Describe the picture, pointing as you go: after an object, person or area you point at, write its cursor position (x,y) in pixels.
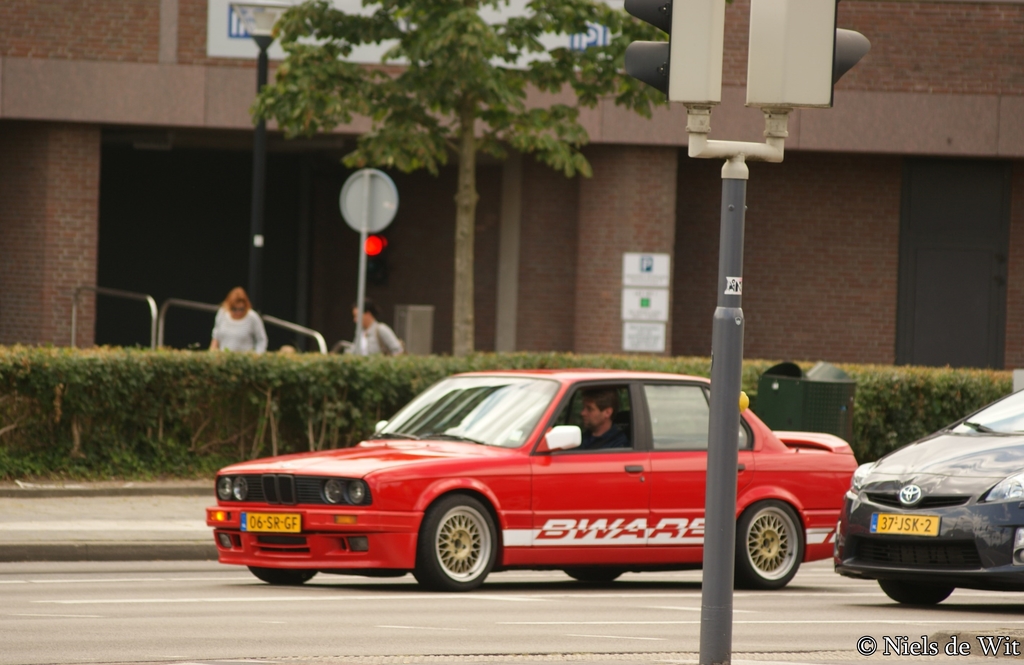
In the foreground of this image (726,377), there is a pole (724,481) and we can also see two cars (618,504) moving on the road (463,612). In the background (419,390), there are plants (411,381), poles (364,234), railing (99,290), woman (248,333) walking, a tree (461,282) and the building (897,155).
